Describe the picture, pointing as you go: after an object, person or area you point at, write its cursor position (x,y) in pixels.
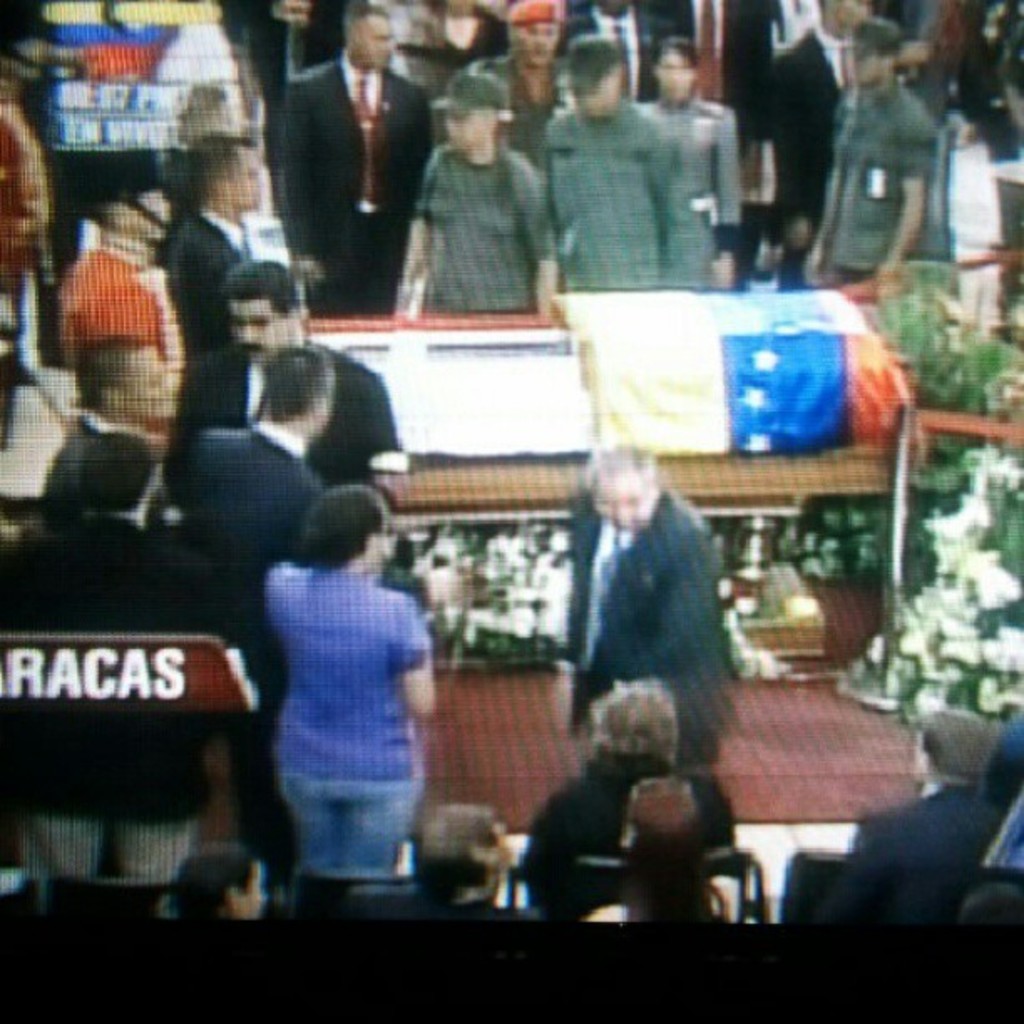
In the picture we can see a video image of some people (636,487) are standing and some are walking and they are in blazers (151,625), ties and shirts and some are in other uniforms (613,180).
